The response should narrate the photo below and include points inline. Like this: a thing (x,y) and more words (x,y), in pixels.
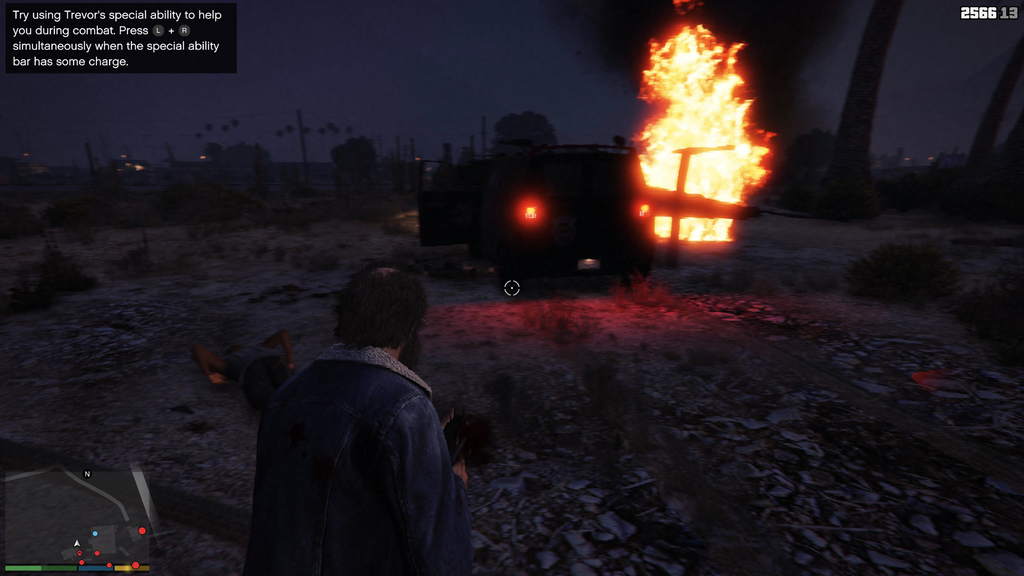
This picture consists of an animated image, which includes a man (340,334), map (6,517), a truck (649,215) and trees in the image.
